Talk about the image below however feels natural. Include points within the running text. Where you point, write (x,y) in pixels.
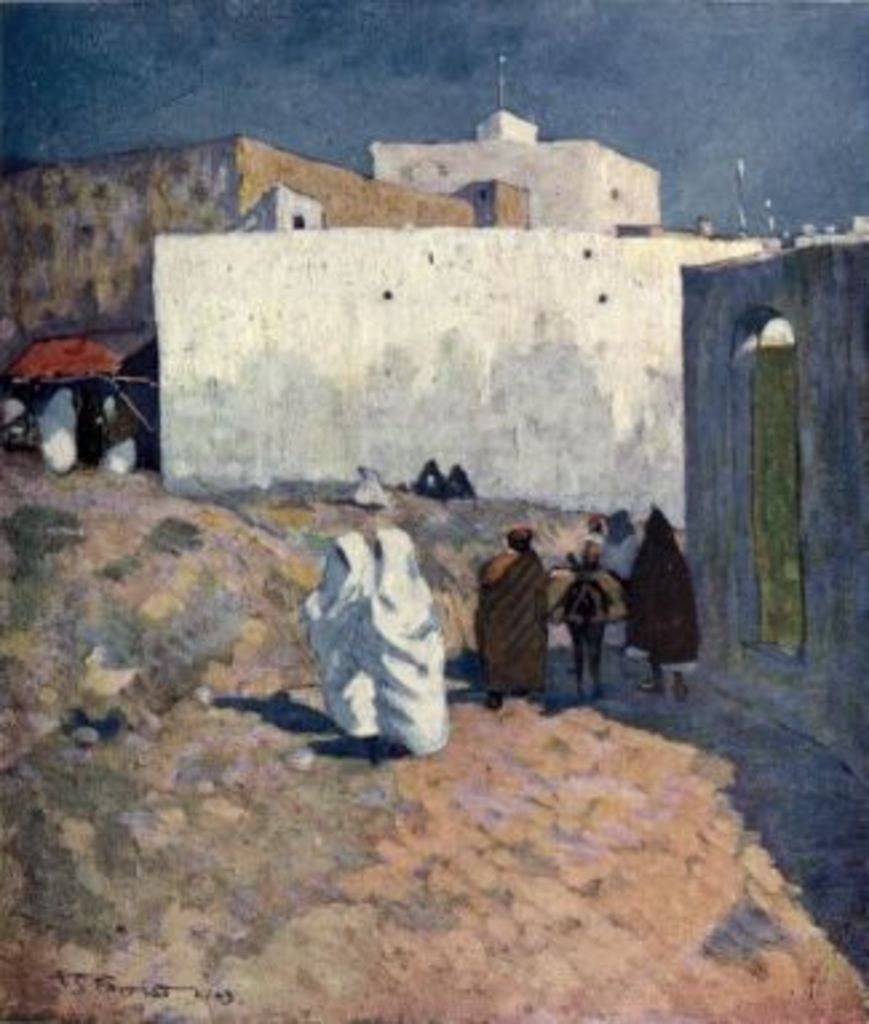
In this picture we can see some people (495,625) on the ground (465,594) and in the background (399,256) we can see buildings (543,466), sky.
